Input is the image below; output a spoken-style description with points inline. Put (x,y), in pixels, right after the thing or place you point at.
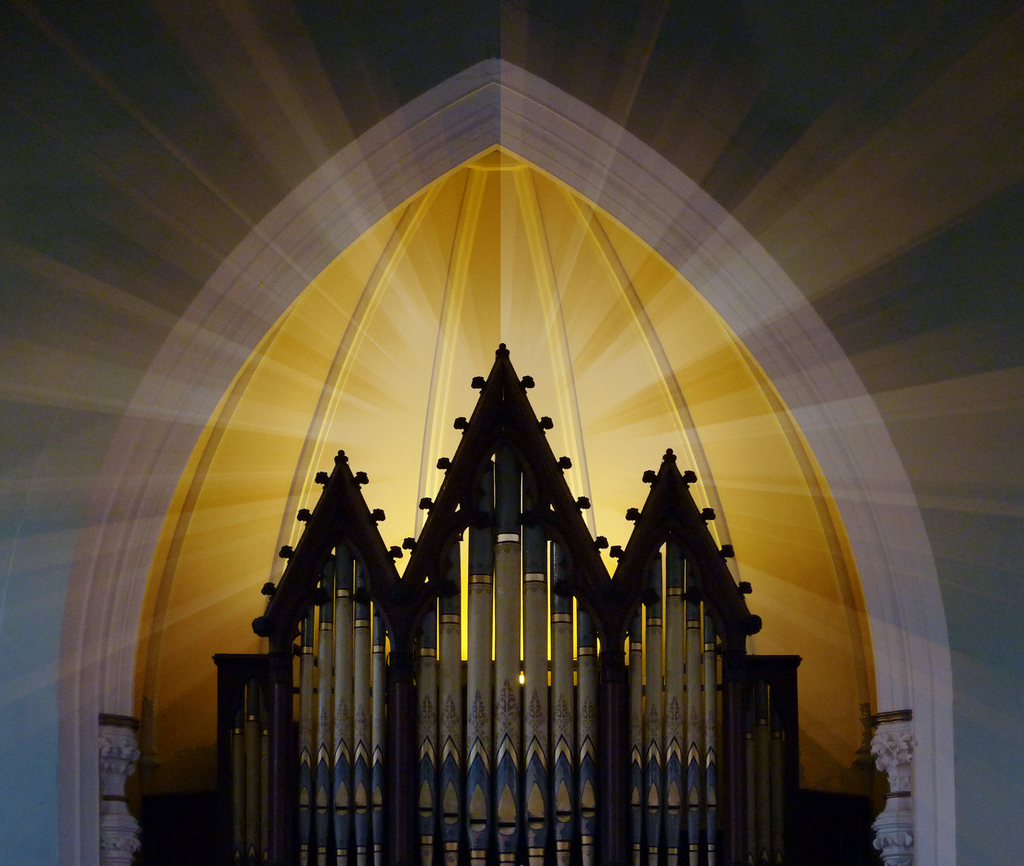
In this image in the center (677,557) there are some metal pipes (687,644), and in the background (428,325) there is some light (449,421) coming out and there is wall (497,112).
